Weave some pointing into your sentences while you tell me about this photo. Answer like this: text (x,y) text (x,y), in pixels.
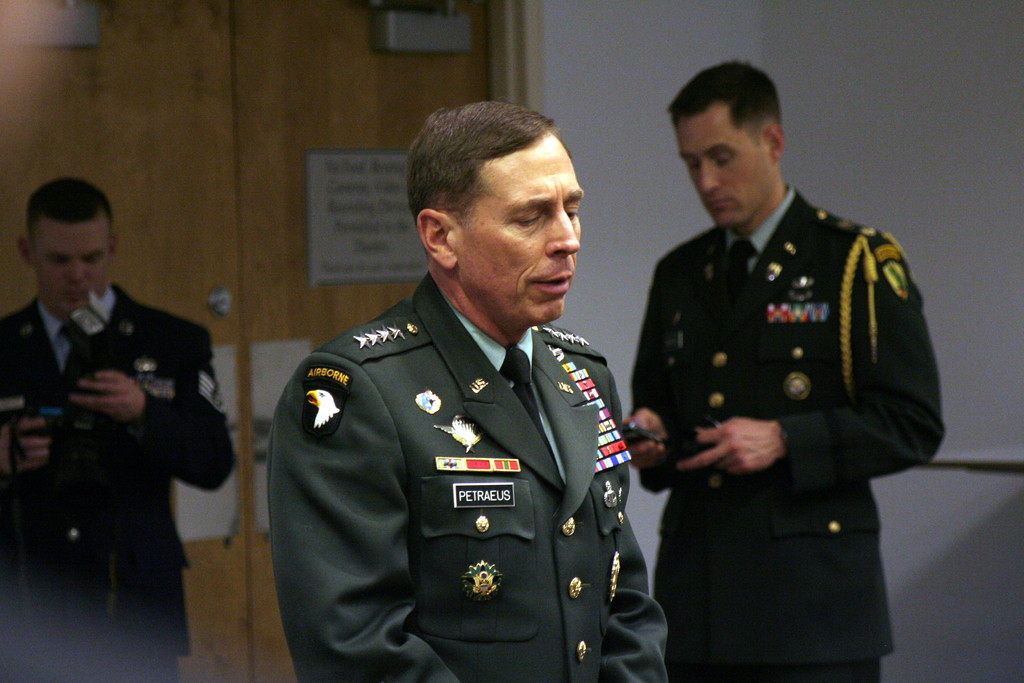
In this image we can see three men (832,453) are standing. They are wearing uniforms (469,471). In the background (289,212), we can see a wall (626,11), door (219,194) and board (356,210).
